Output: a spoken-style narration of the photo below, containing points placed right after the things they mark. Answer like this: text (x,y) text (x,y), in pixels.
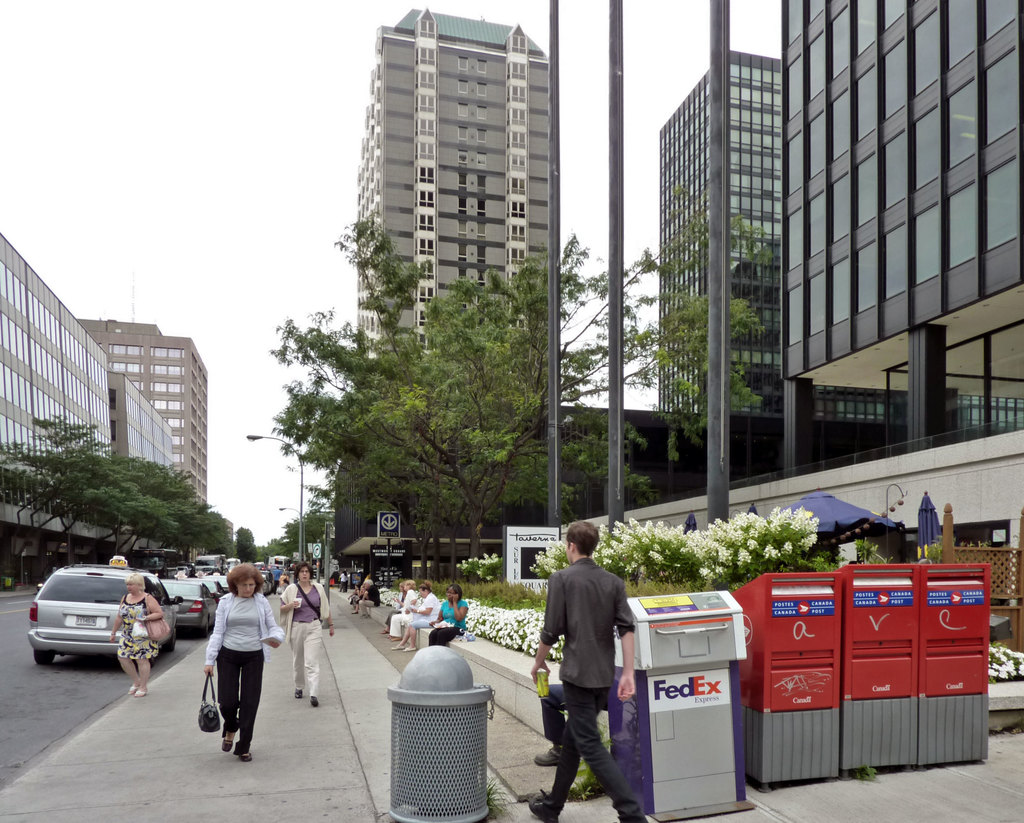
In this image there are some buildings (1002,155), trees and some persons (253,635) are walking and some of them are sitting. And also some boxes (804,660), dustbin (400,755), plants (940,545), flowers (554,573), boards (389,555) and tents (883,524) and some other objects (944,517). At the bottom (362,707) there is road (22,655) and at the top (197,181) there is sky (158,206).
